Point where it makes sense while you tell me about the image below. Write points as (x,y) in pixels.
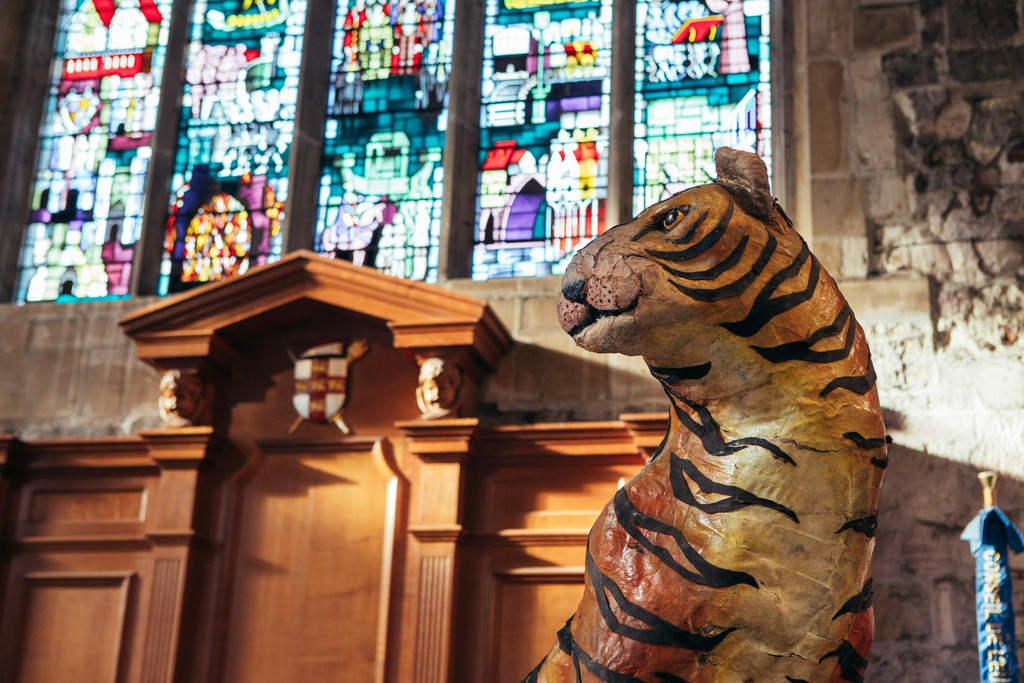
In this image, we can see a sculpture (747,175) in front of the wall (880,185).
